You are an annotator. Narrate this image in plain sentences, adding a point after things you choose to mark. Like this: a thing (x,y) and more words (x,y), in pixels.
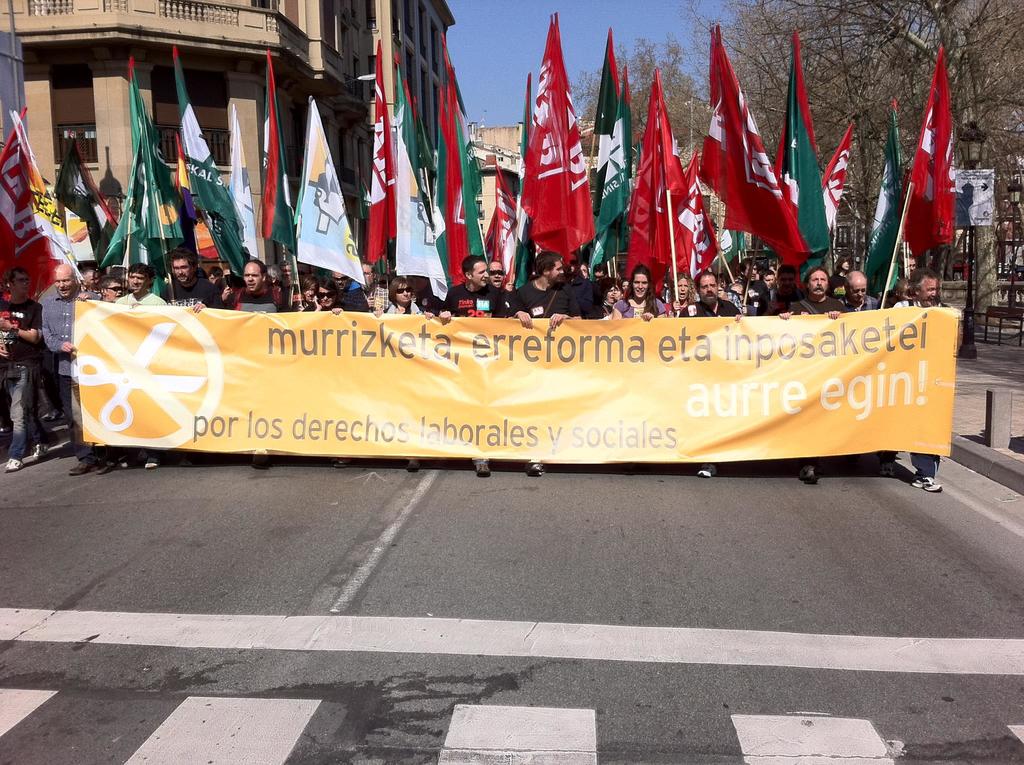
Here in this picture we can see number of people (492,285) standing on the road (882,485) over there and holding a banner (163,320) in front of them and we can see number of flag post (647,226) present in their hands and behind them we can see a building (366,105) present and we can see trees (872,122) present all over there.
